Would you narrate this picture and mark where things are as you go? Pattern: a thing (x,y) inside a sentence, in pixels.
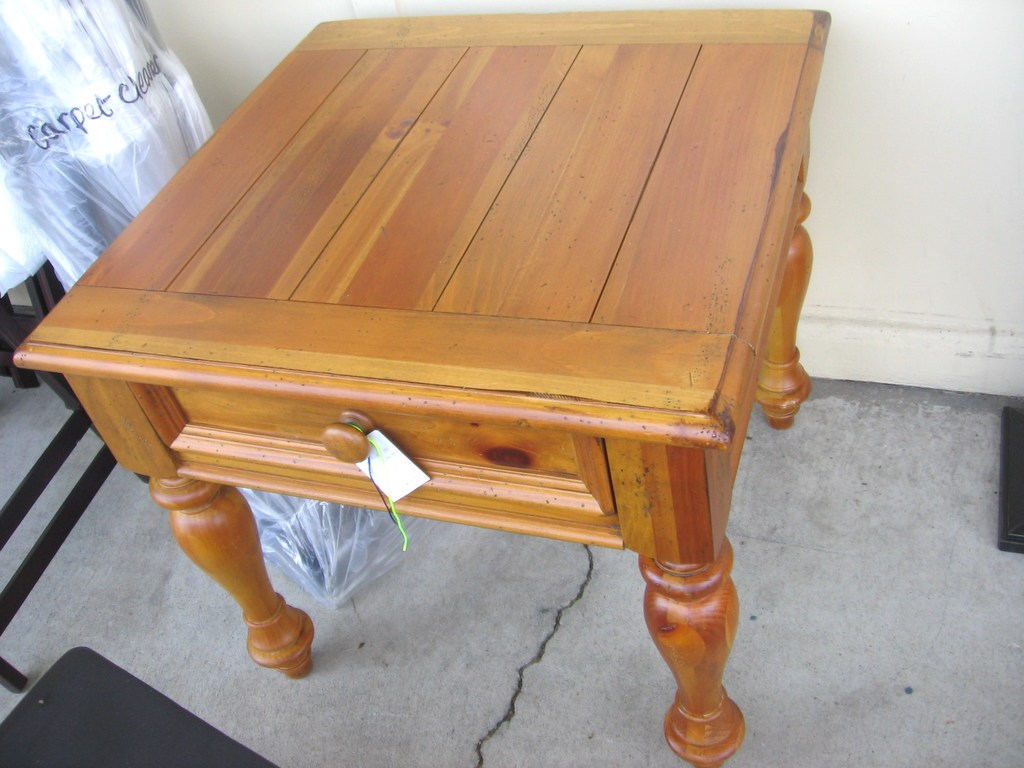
In the image there is a table (360,484) with a tag (387,455). Beside that there is an object (97,102) covered with a cover (139,134). And at the bottom of the image (21,734) there is a black color object (85,729).
